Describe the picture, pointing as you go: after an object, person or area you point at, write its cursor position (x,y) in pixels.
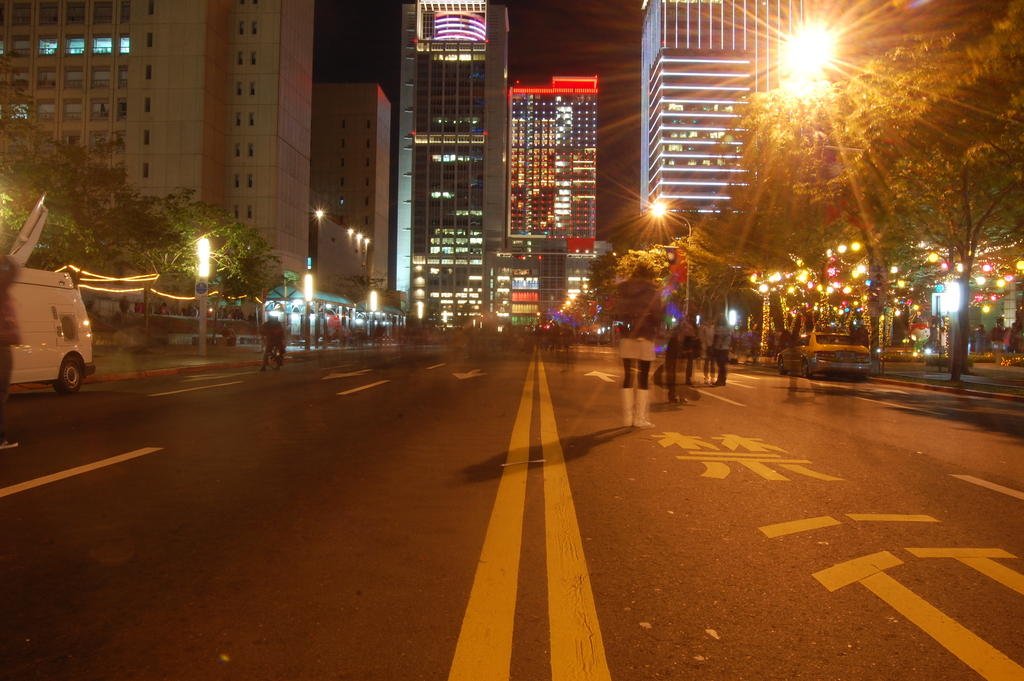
In this image there is a road (663,527), on that road (883,475) there are vehicles (859,370) and there are people (627,364), on either side of the road (614,356) there are light poles (205,332), trees (930,243), in the background (201,156) there are buildings (389,134).
